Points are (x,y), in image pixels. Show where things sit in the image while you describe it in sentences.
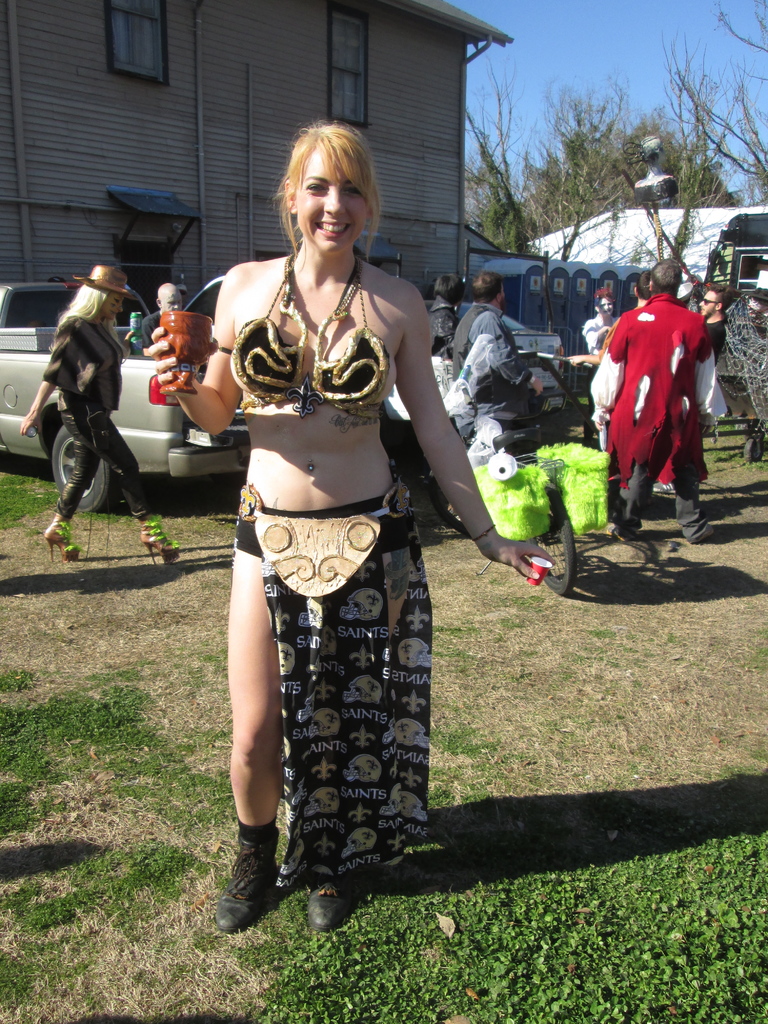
In the middle of this image (289,503), there is a woman (298,506) holding a cup (186,344) with a hand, holding a small cup (540,579) with another hand (526,573), smiling and standing on the ground (297,899), on which there is grass (402,925). In the background (657,466), there are persons (649,281), vehicles (737,283), buildings (258,151) and trees (588,203) on the ground (152,925) and there is blue sky (571,36).
